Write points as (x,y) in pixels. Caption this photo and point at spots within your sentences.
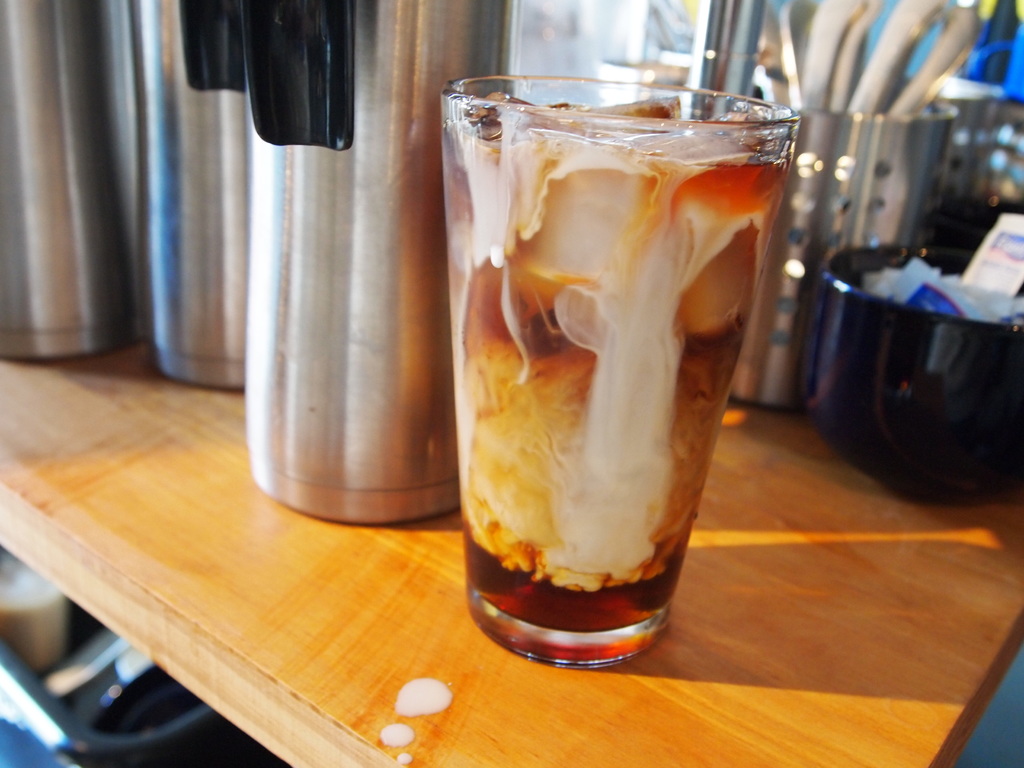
In this image in the center (649,374) there is glass (582,176), in the glass (582,176) there is some liquid (534,265) and in the background (112,123) there are some flasks (168,146) and one jar (786,317). And in the jar (789,330) there are some spoons (824,40) and black cup (924,353), in the cup (919,334) there are some papers (940,301). At the bottom (269,527) there is wooden board (214,653) and some objects (98,668).
